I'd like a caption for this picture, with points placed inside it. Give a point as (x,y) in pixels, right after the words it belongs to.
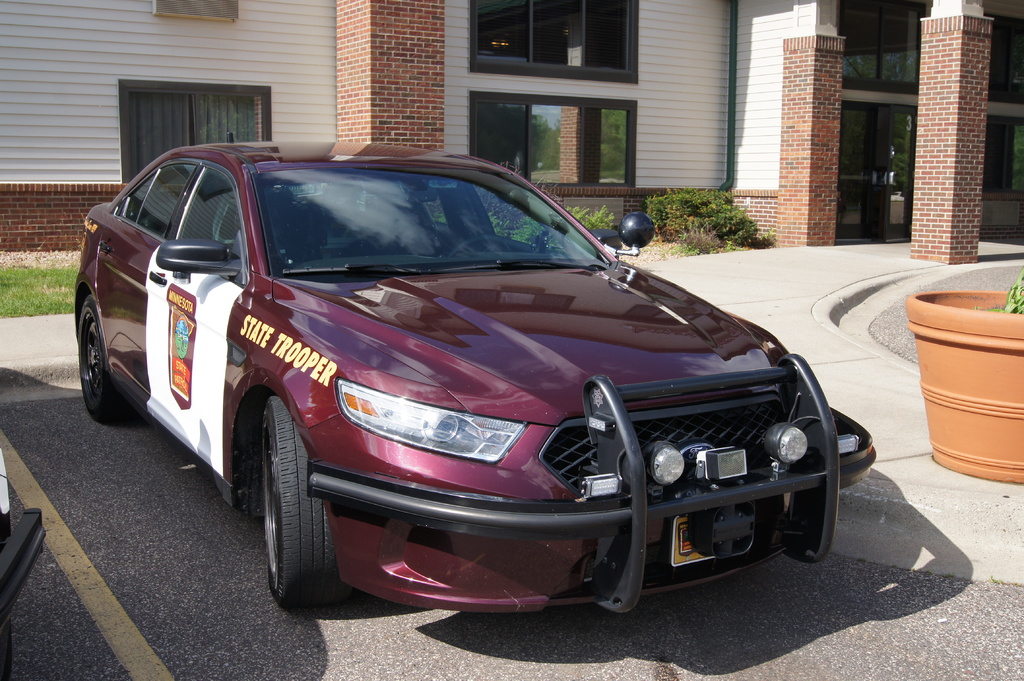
In this image we can see a car (295,214) parked in front of a building (569,95), behind the car (317,253) there is a building (447,92) with glass Windows (582,100) and glass doors (880,150), in front of the building (517,110) there is grass (38,274) and baby plants (676,215).
